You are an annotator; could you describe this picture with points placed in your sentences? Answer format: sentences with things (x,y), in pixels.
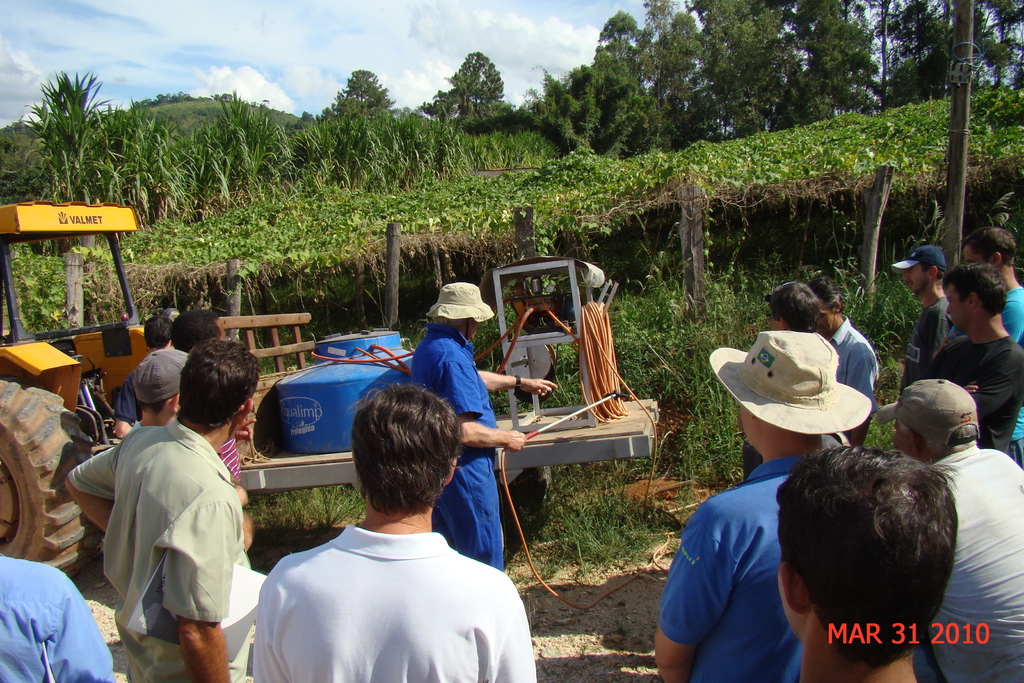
Bottom of the image (428,640) few people (929,533) are standing. Top left side of the image (107,210) there is a vehicle (14,400). Behind the vehicle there are some trees (855,60). Top of the image (431,66) there are some clouds (383,67) and sky (54,26).
